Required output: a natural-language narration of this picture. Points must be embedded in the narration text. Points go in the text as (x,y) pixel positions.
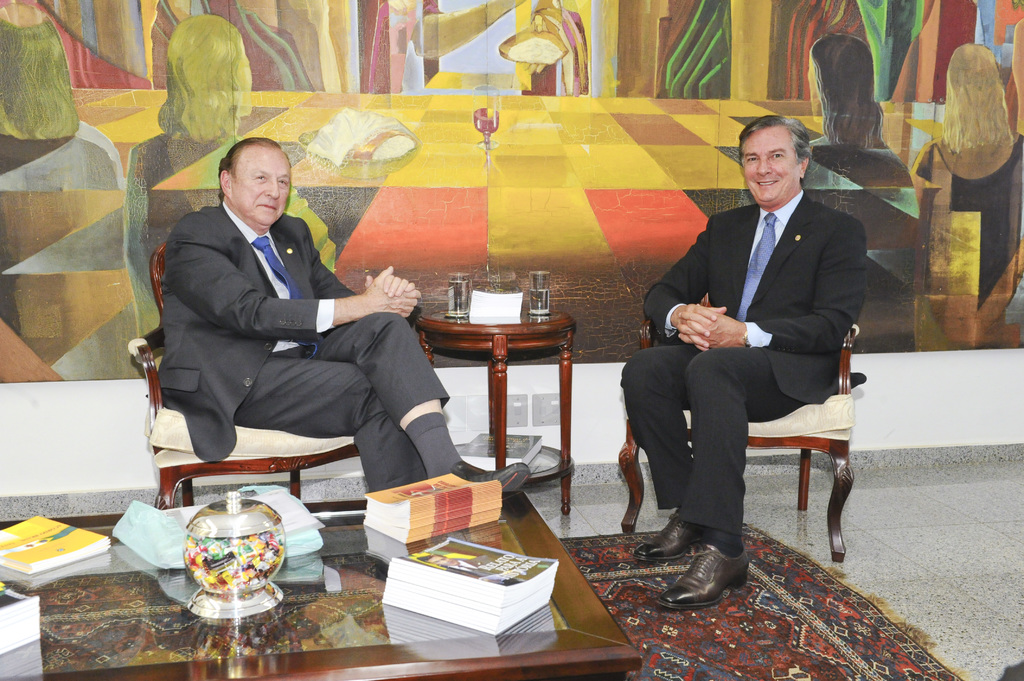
As we can see in the image there is a banner (406,79), two people (245,287) sitting on chairs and there is a table (478,525). On table (468,539) there are books (447,544) and bowl (244,547) and there are two glasses (458,294) over here.
